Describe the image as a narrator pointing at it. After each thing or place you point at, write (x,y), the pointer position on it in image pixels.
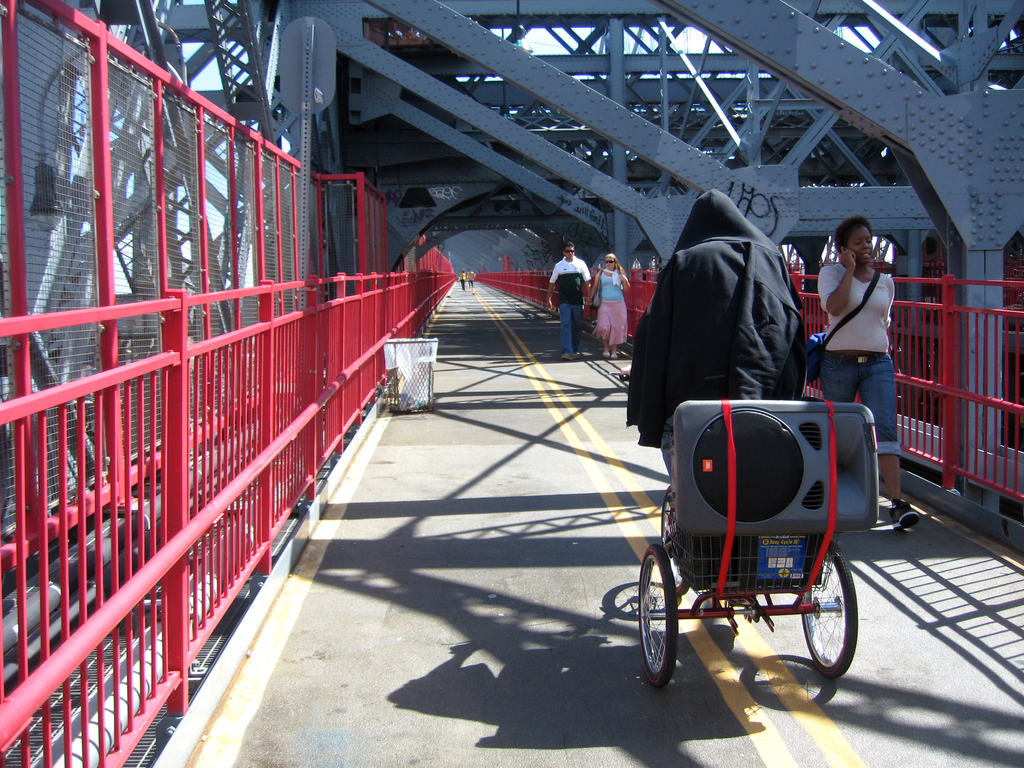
This is a bridge (724,166). Here I can see the road (561,651). On both sides of the road (567,465) there is a red color railing (307,336). On the road (569,382), I can see few people (613,295) are walking and a person (701,338) is riding a bicycle (664,601). On the left side of this road (438,392) there is a dustbin (417,373).
